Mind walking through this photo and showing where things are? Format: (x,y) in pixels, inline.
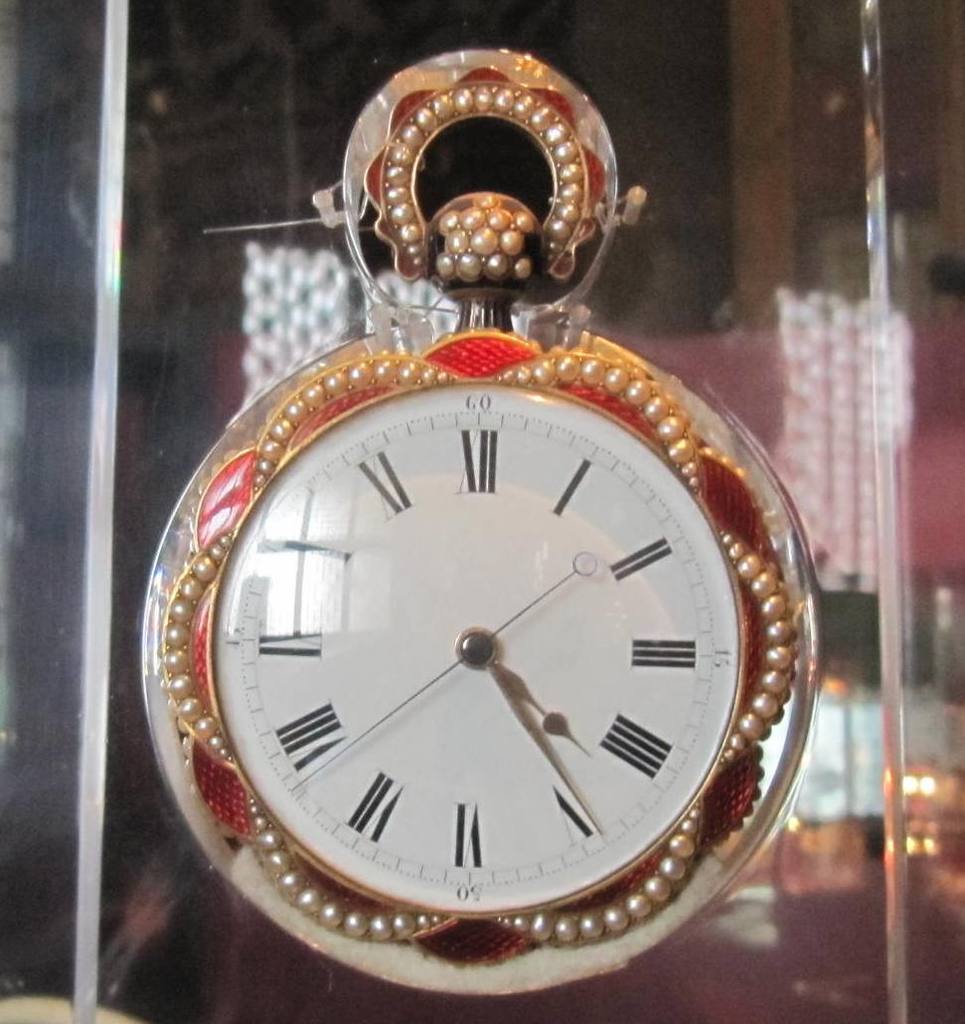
In this image I can see a clock (466,630) which has some round balls (641,388) attached to it. In the background (864,557) I can see some other objects (877,682). The background of the image (32,227) is blurred.
